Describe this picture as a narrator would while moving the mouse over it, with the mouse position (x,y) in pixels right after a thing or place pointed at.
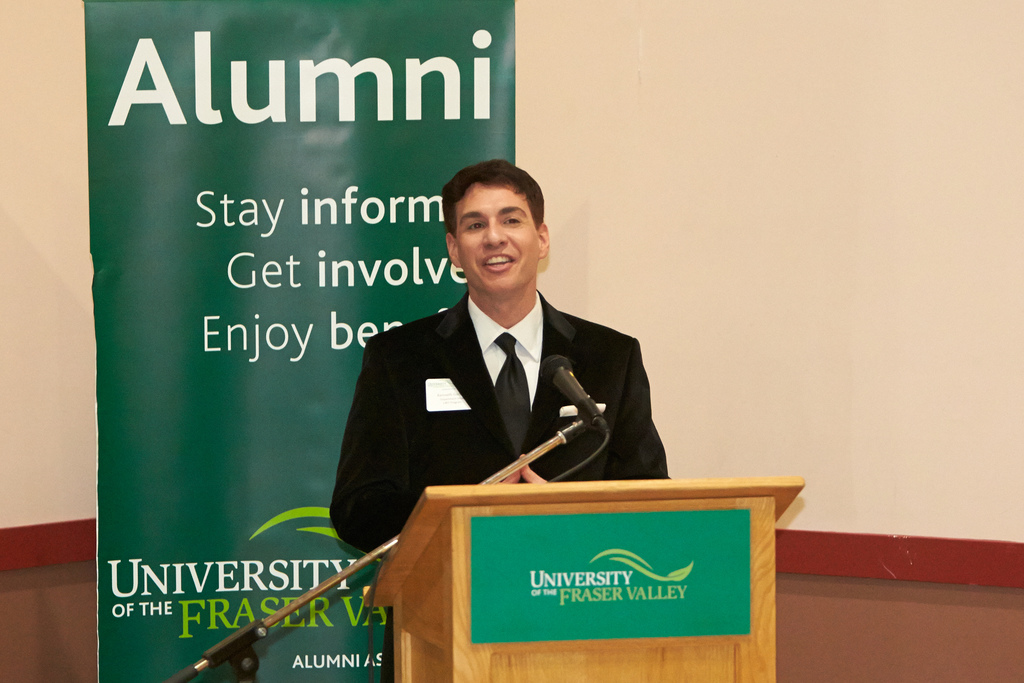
In the picture we can see a person (476,420) wearing black color suit (427,431) standing behind wooden podium (575,548) and there is microphone (573,400) and in the background of the picture (353,175) there is green color sheet (221,298) on which some words (204,345) are written and there is a wall (620,112).
